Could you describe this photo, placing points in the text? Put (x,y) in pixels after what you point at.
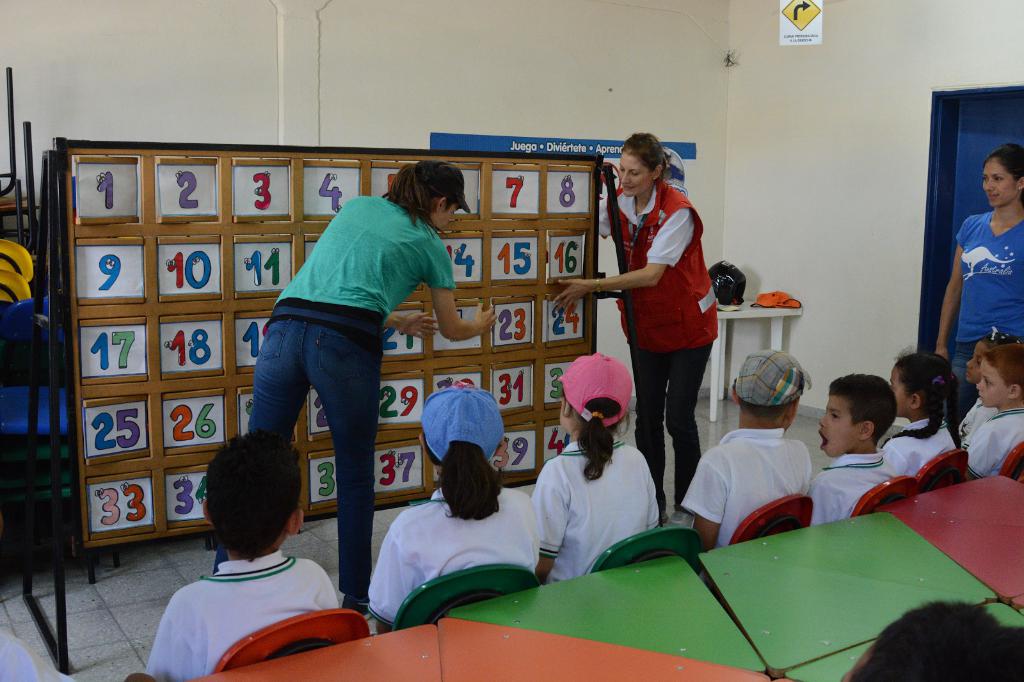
In this picture there are children (572,479) those who are sitting on the chairs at the bottom side of the image (537,485) and there are girls (628,154) in the center of the image (382,287), there is a numbers board (491,269) in the center of the image (554,278).
